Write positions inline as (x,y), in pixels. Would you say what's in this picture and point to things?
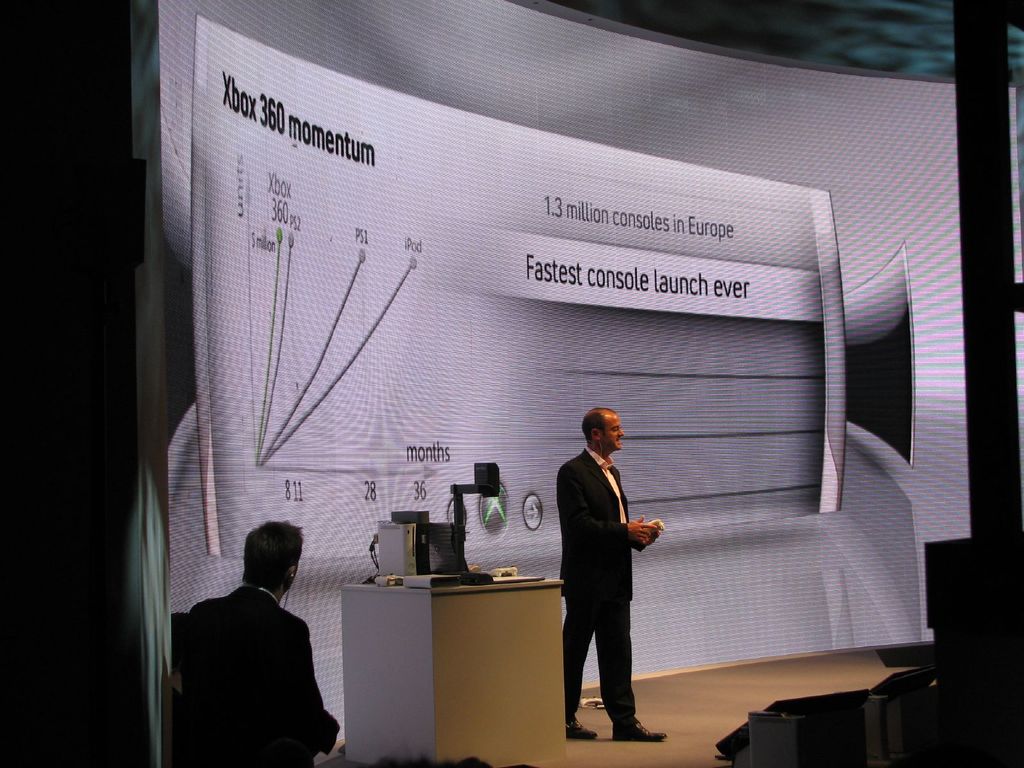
This image consists of two persons (298,671). There is a screen (437,391) in the middle (585,391). There is a table (396,659) at the bottom (474,623). On that there is a console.
